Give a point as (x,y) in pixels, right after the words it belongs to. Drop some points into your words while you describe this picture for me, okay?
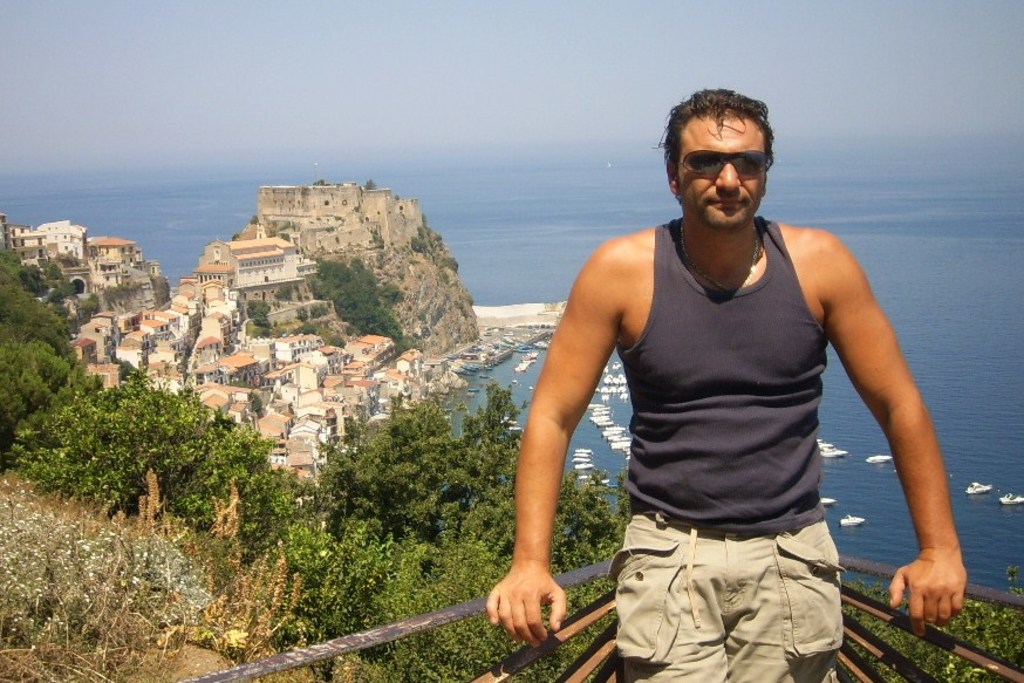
In this image a person (758,424). On the left side (247,398) I can see the trees (218,440) and the buildings (264,366). In the background (819,215), I can see the water (950,333) and the sky (220,70).
